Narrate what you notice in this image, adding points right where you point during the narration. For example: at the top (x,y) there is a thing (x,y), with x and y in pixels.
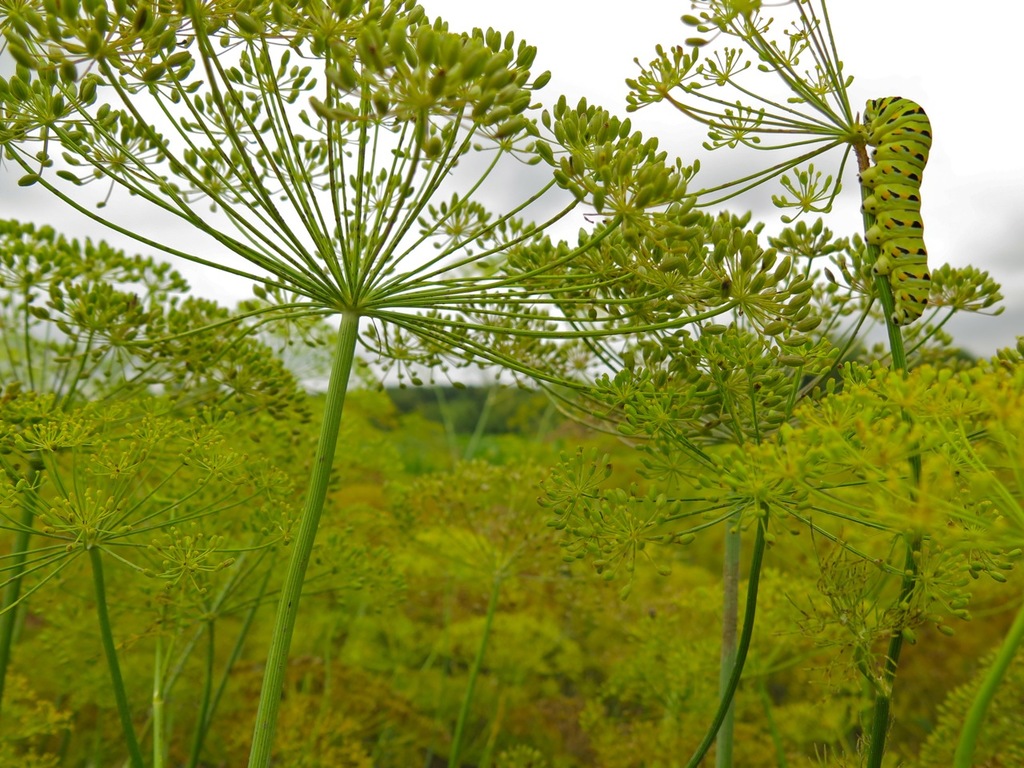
In this image I can see the plants (536,441). To the right (880,218) I can see the green and black color insect (869,199) on the plants (493,230). In the background (947,175) I can see the sky (941,13).
